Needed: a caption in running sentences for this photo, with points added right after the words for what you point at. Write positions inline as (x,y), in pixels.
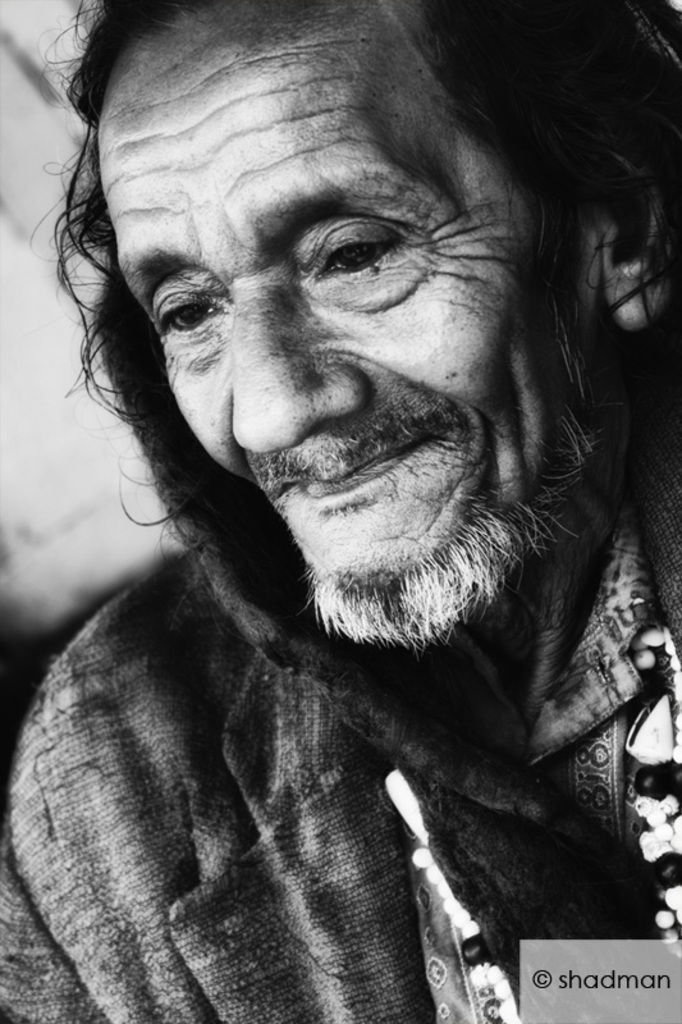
It is a black and white picture. In this picture, we can see a man (327,649) is smiling. Background (17,490) we can see the blur view. On the right side (551,999) bottom corner, there is a watermark (606,994) in the image.
